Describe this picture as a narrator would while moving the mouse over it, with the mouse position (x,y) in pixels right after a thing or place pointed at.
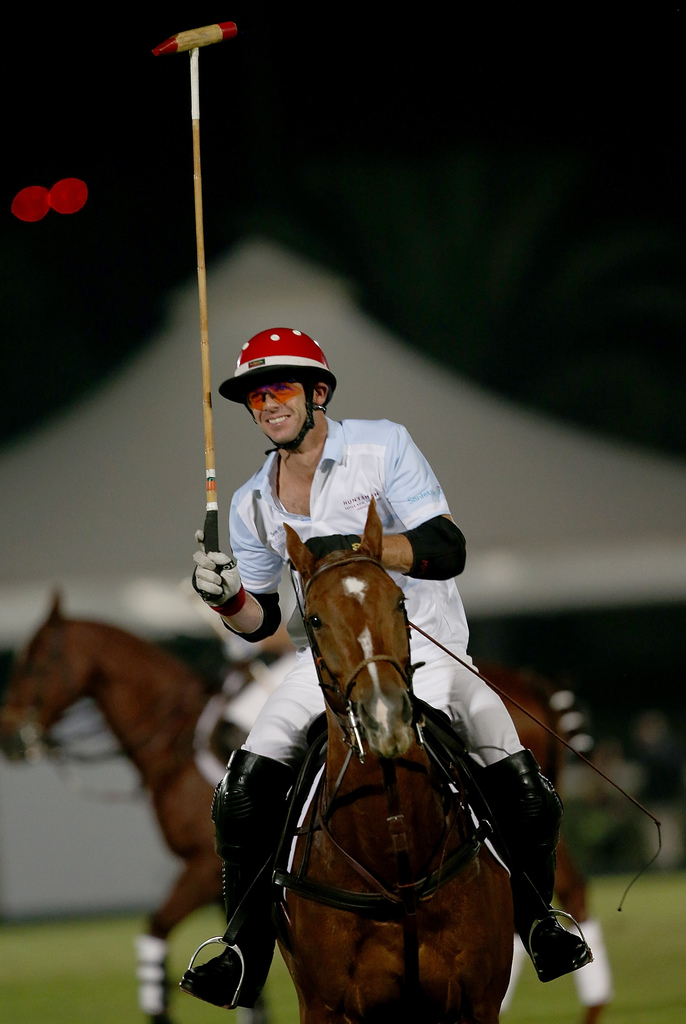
In this picture there is a man (241,771) sitting on the horse (331,649) and holding a stick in his right hand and behind him there is an other horse (37,742).
